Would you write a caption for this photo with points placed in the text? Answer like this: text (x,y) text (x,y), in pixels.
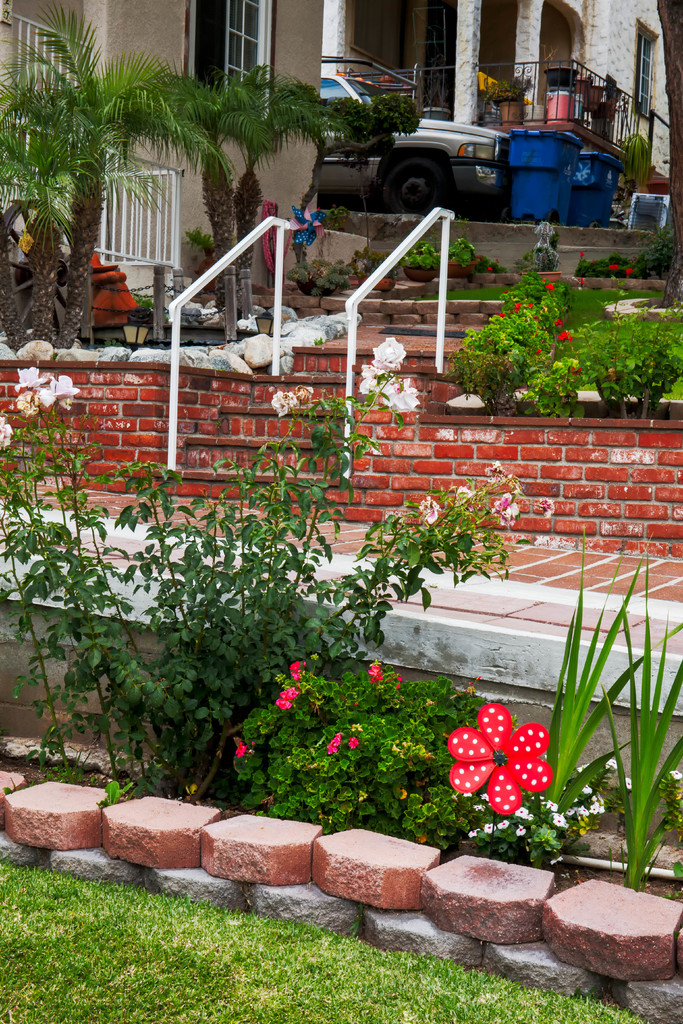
Here we can see grass (224,911). Plants (441,792) with flowers (287,685). Buildings (318,37) with windows (208,70). In-between of these buildings (518,19) there is a vehicle (446,173) and bins (593,206). This is a fence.
